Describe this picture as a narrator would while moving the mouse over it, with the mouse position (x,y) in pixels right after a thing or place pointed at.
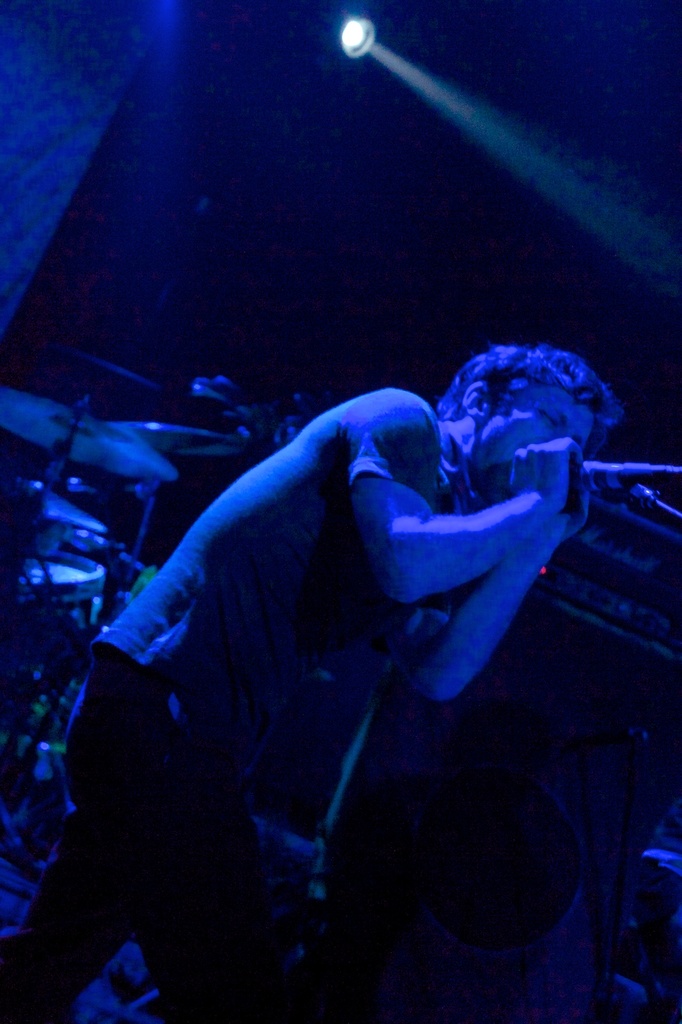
In this image we can able to see a person (455,566) holding a mic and singing, behind him there are some musical instruments (673,556), also we can see a focus light (358,48).
